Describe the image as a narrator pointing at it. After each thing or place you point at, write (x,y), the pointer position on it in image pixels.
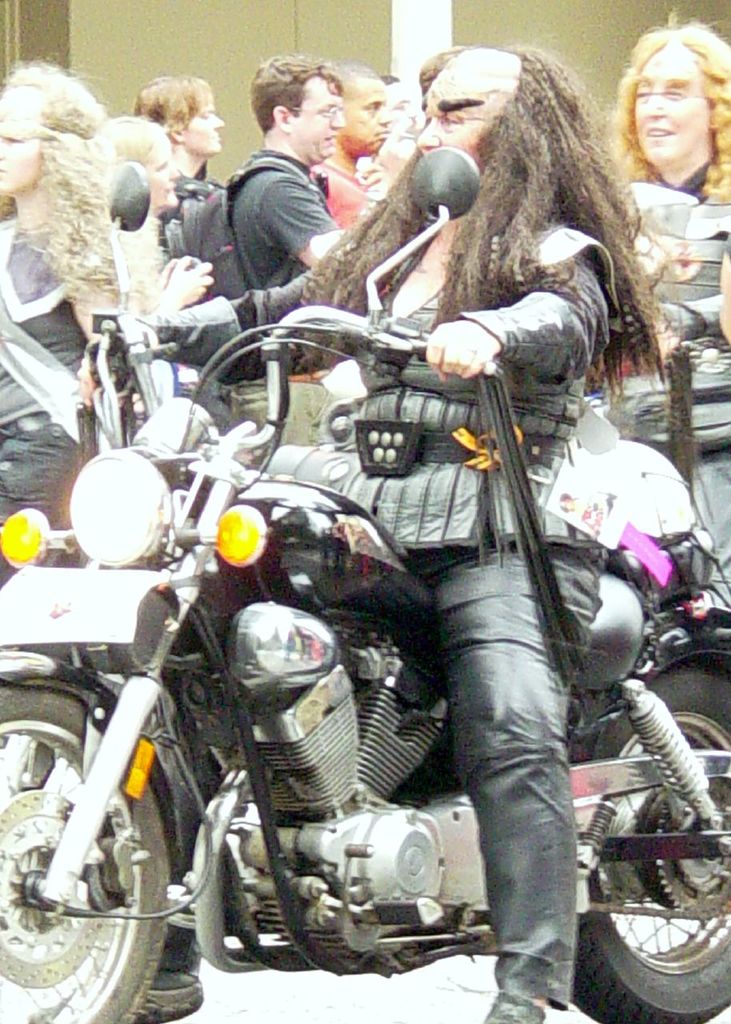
In this image I see a man (431,521) who is on the bike (249,495) and in the background (57,518) I see few people (136,298).
